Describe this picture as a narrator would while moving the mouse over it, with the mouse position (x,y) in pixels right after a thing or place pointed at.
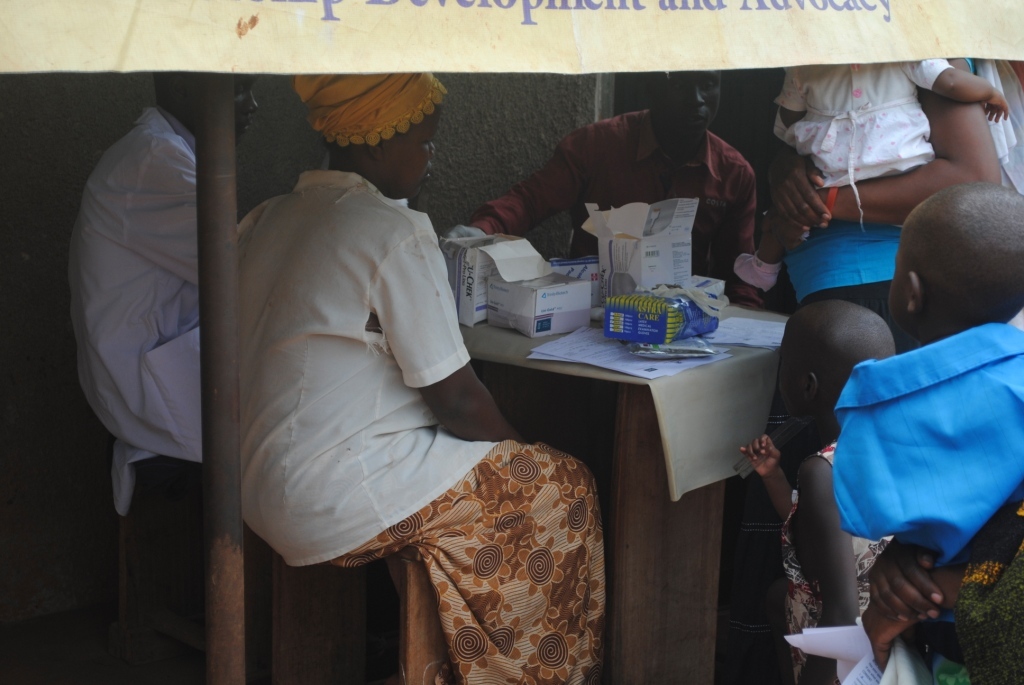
A lady (382,375) wearing a white shirt (369,283) and yellow cap (366,125) is sitting on a bench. Next to her a person (173,206) is sitting. In front of her there is a table (639,417) and many items (632,279) on the table (656,430). There are small kids (896,393) standing near the table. And a person (861,244) is holding a baby (878,125) and standing near the table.
